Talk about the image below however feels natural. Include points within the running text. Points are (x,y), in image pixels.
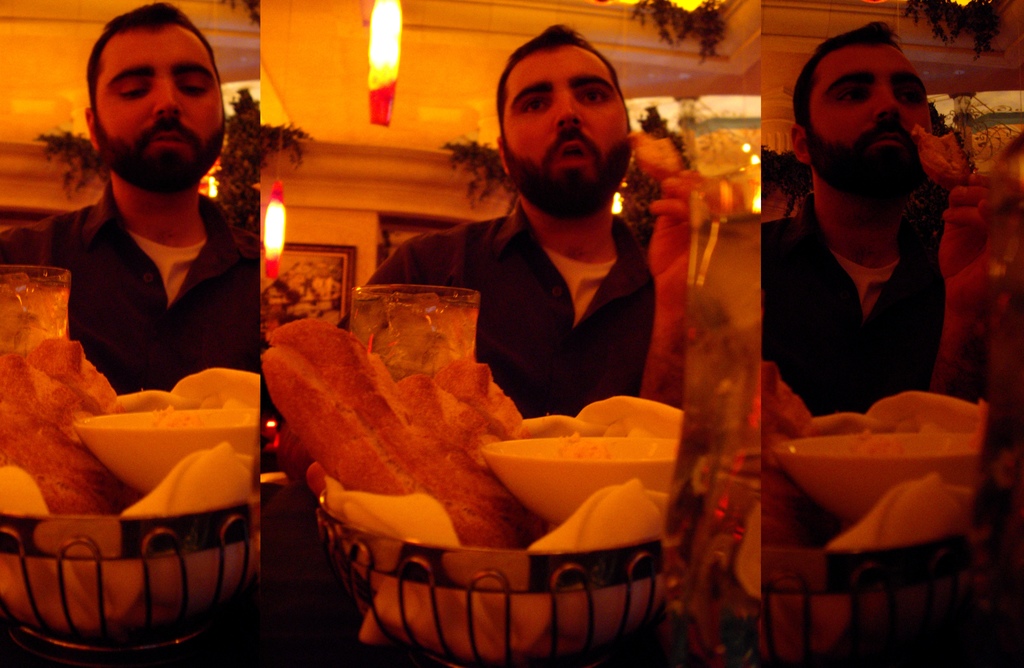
This is the picture of a collage photo. There are two lights (280,250), one frame (331,271) attached to the wall (342,226), some objects (410,334) are on the table (285,539), some trees (674,22), one person (567,203) are sitting and eating.
